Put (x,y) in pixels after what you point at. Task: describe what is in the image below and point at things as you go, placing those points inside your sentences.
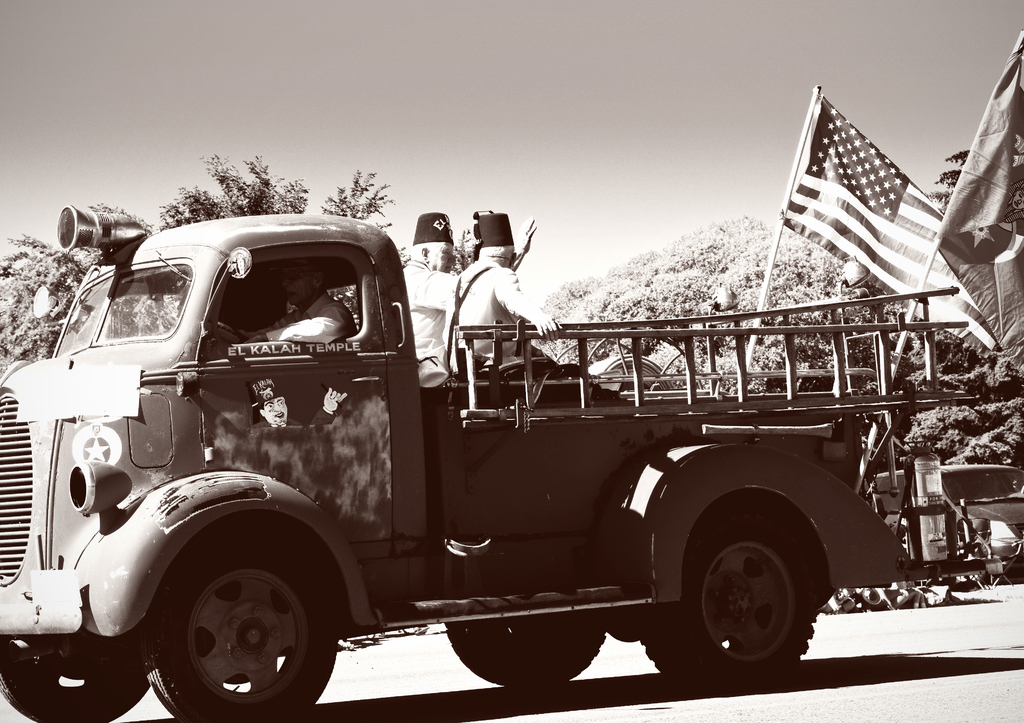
This is a black and white picture. There is a vehicle (634,606) on the road (965,654). Here we can see few persons (443,246), flags (993,325), and trees (647,313). In the background (654,108) there is sky (895,64).
